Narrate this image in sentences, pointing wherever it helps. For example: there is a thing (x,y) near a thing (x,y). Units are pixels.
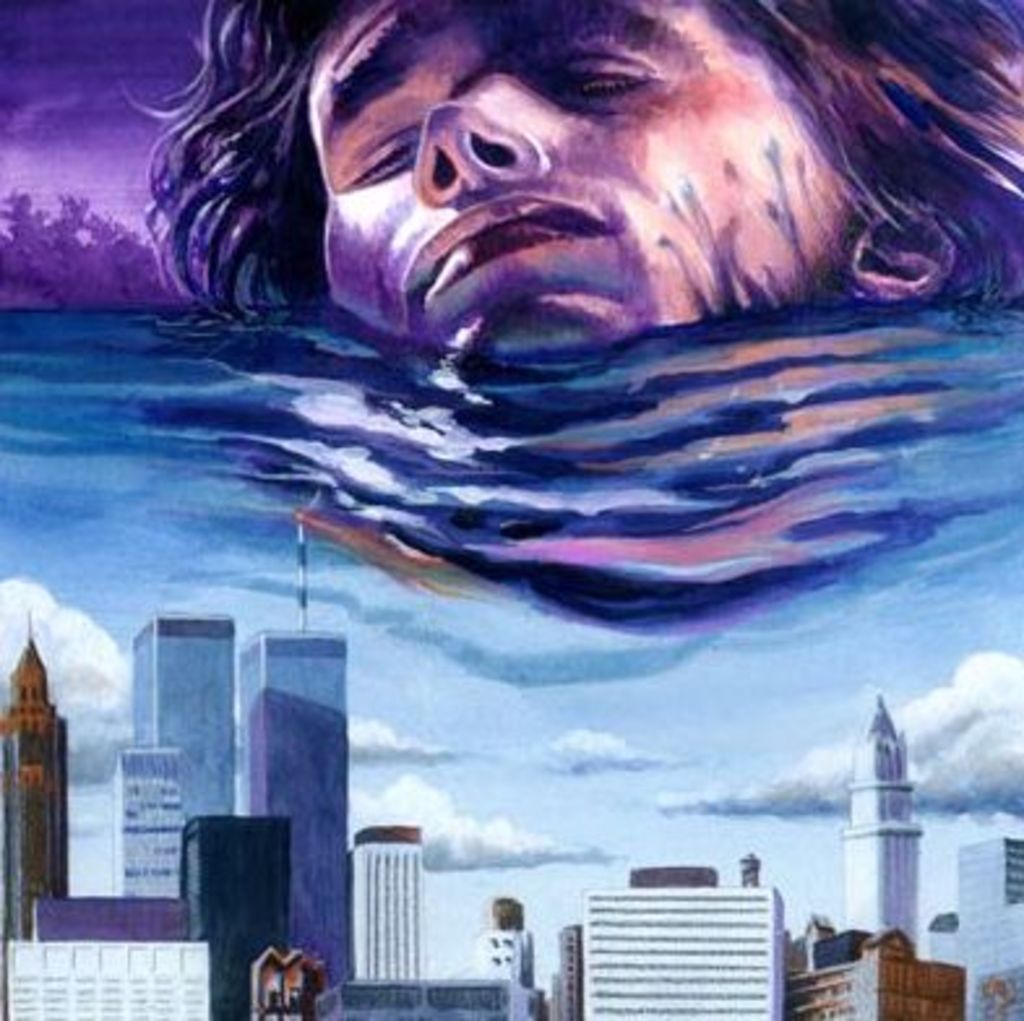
This is a painting. In this picture we can see a few buildings (166,657), clouds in the sky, water (84,341), other objects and the head (407,264) of a person (707,271).
